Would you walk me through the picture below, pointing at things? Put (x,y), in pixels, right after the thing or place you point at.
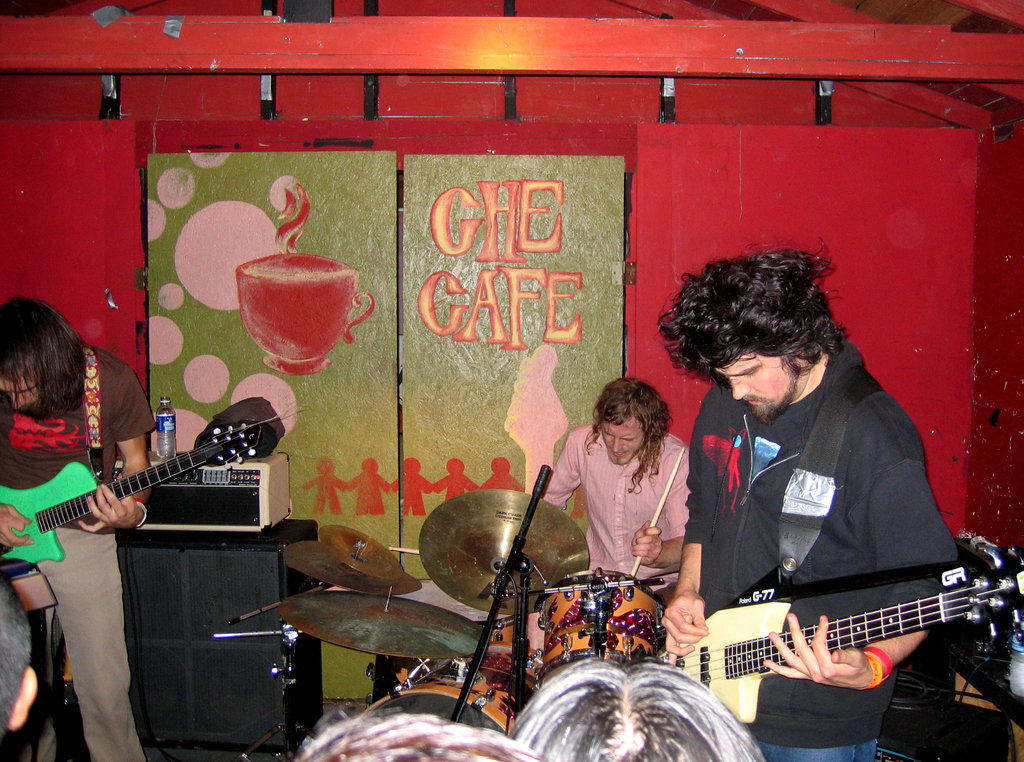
The picture is clicked in a musical concert and there are three (748,523) playing musical instruments (577,526), among them two (102,541) are playing a guitar (717,631) and a guy (607,535) is playing drums (473,576). There are several black boxes (199,551) in the background (203,566) and in the background (367,356) there is a poster (348,388) named a CHE CAFE, the wall (694,129) is red in color in the background (215,135).
